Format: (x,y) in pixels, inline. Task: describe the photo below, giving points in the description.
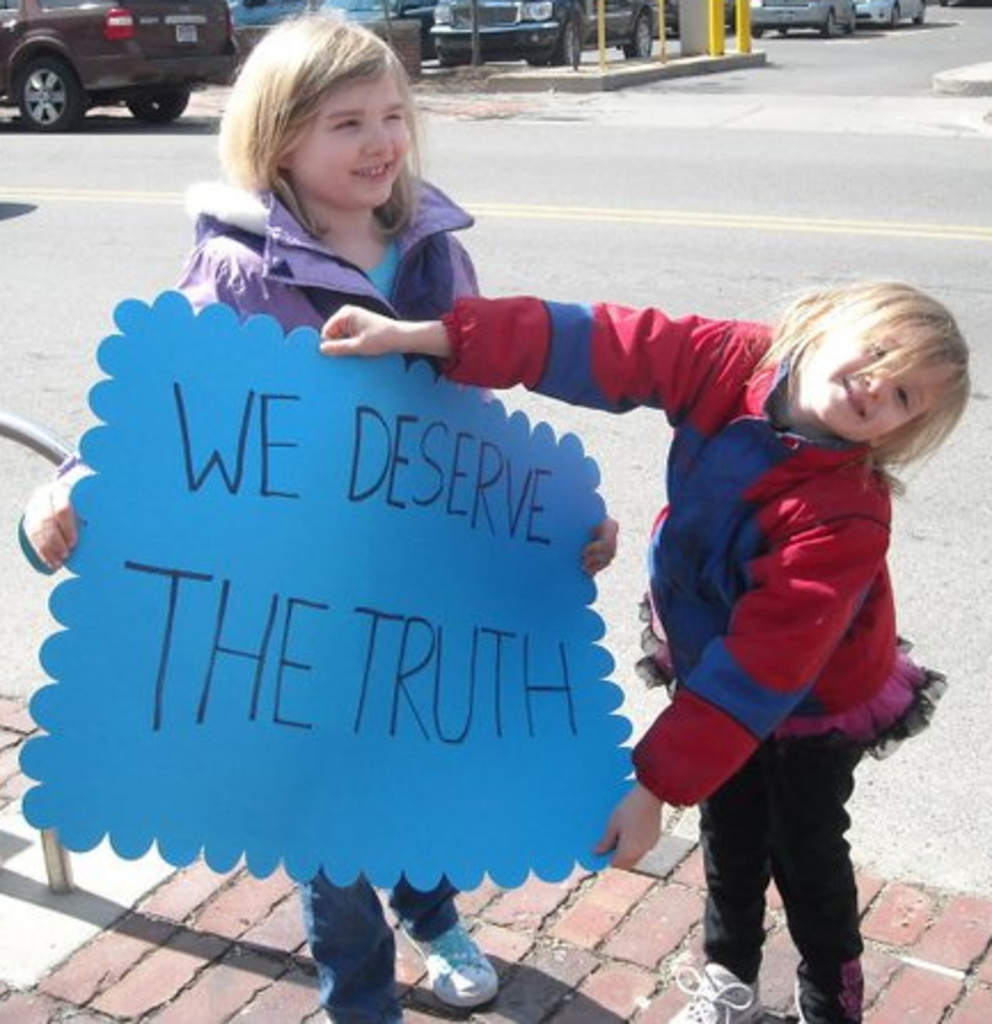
In this picture I can see couple of girls (791,485) holding placard (372,546) with some text (297,535) and I can see road (768,157) and few vehicles (590,29) in the back (590,41).
